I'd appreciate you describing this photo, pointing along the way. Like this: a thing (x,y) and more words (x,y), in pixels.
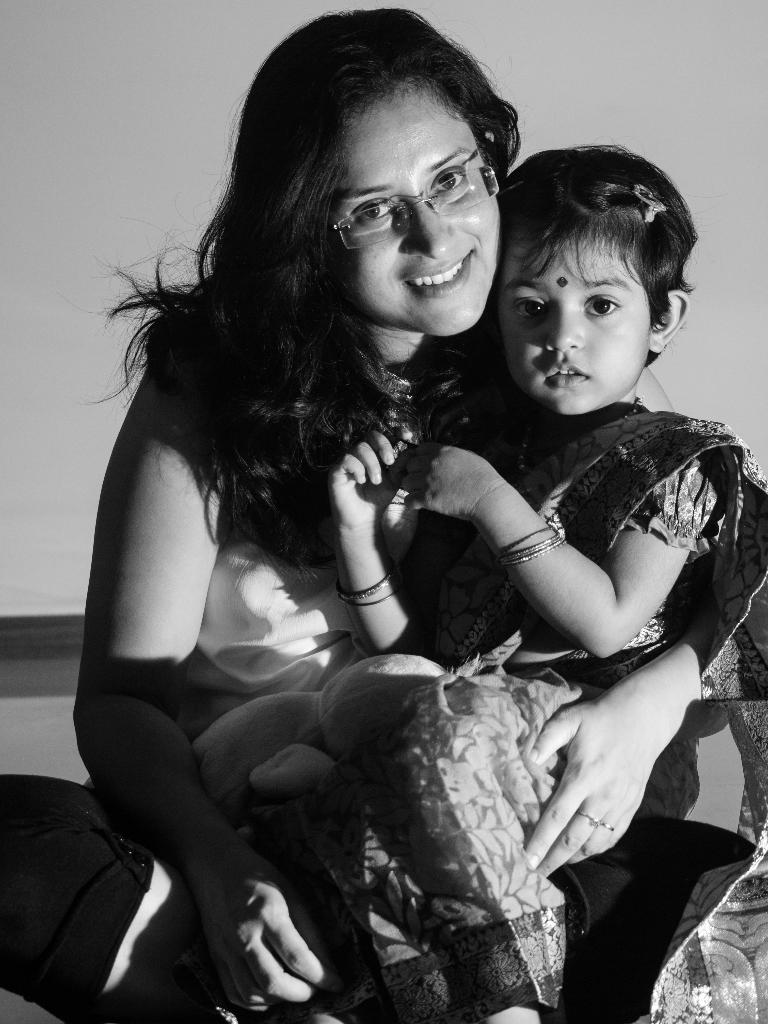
In the image we can see there is a woman (319,423) sitting on the ground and a girl (500,626) is sitting on her lap (593,956). The image is in black and white colour.
